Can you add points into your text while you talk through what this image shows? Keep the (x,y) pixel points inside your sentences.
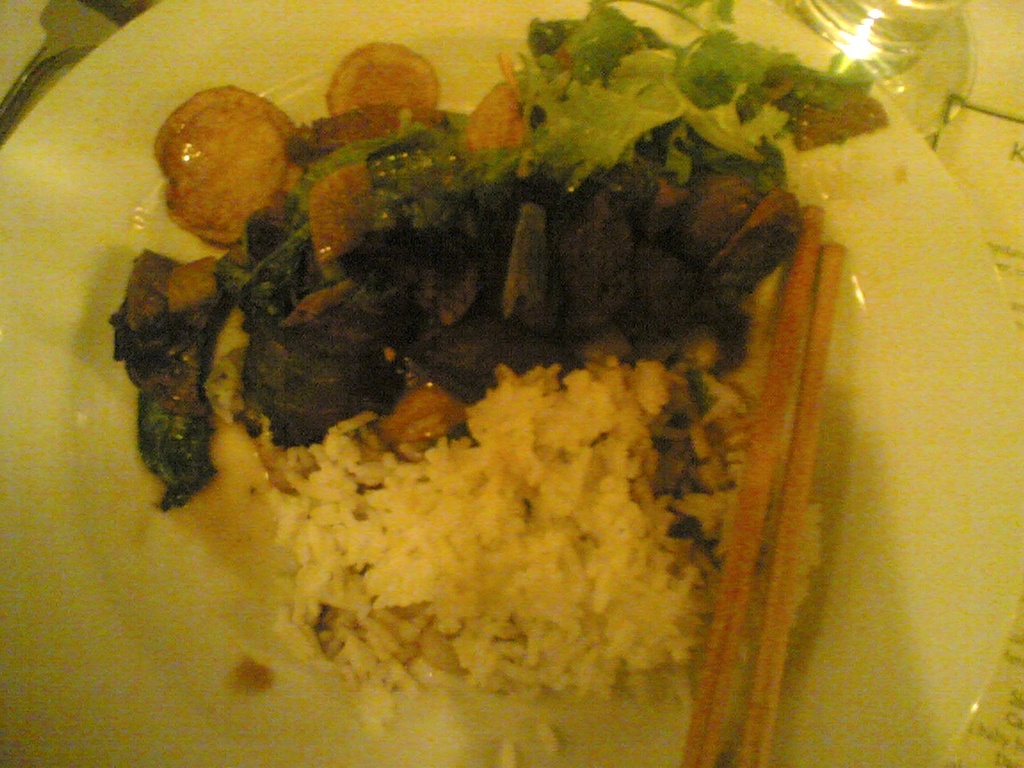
In this image there is a table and we can see a fork (73,49), chopsticks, glass (882,71) and a plate (867,528) containing food (580,403) placed on the table (1016,277).
